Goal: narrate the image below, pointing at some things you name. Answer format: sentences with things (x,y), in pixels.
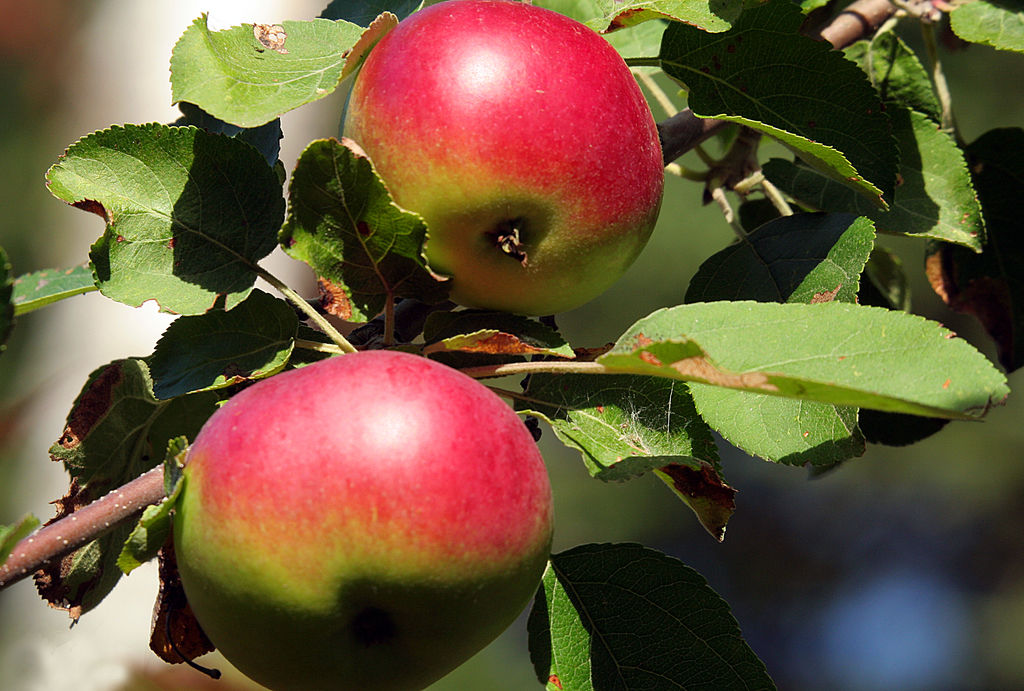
In this image we can see two fruits (542,61) and the branch (451,289) of a tree (451,289), also the background (1012,570) is blurred.
